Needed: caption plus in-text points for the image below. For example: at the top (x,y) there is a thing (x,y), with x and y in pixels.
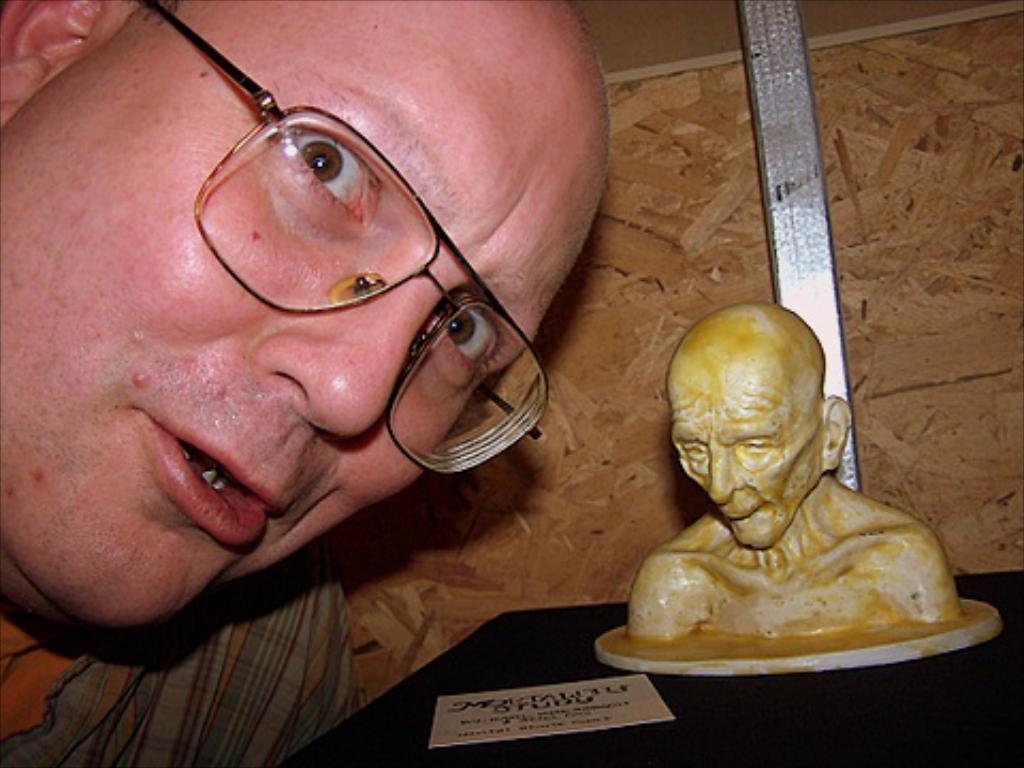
In this image I can see a person face (162,240) wearing spectacles (228,270). I can also see a statue (943,572), background (939,178) I can see a wooden wall (892,187) in brown color.
